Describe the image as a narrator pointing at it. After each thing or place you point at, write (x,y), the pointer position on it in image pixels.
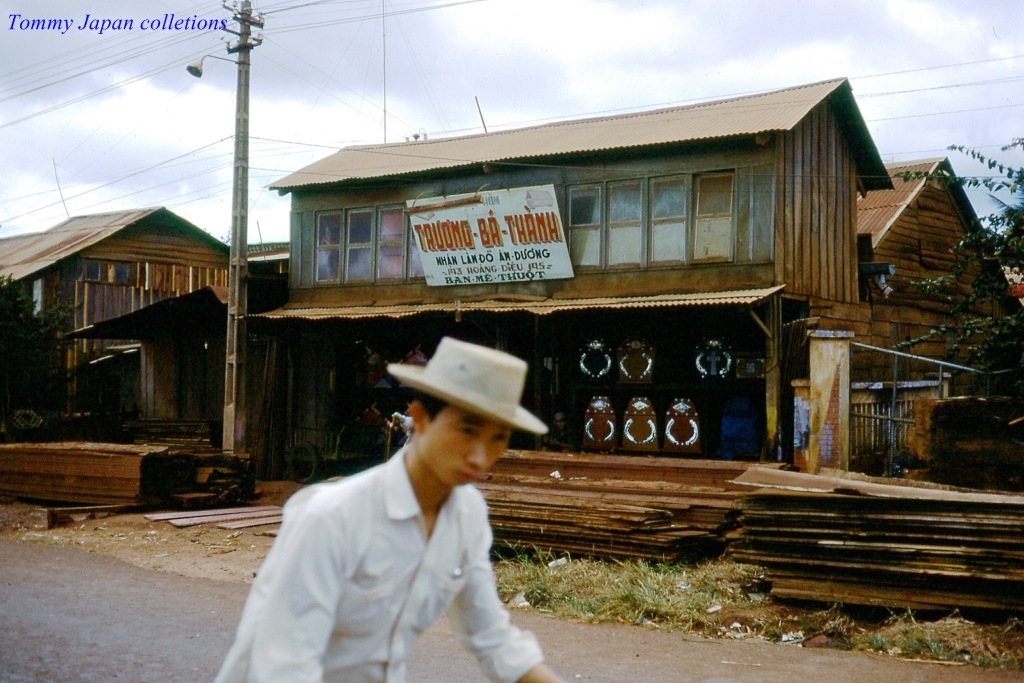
In this image we can see an electrical pole (239,225) and a street light (194,70), in this image we can see a person (411,524) and he is wearing a hat (455,396), In the background (765,282) we can see a house (733,267).
